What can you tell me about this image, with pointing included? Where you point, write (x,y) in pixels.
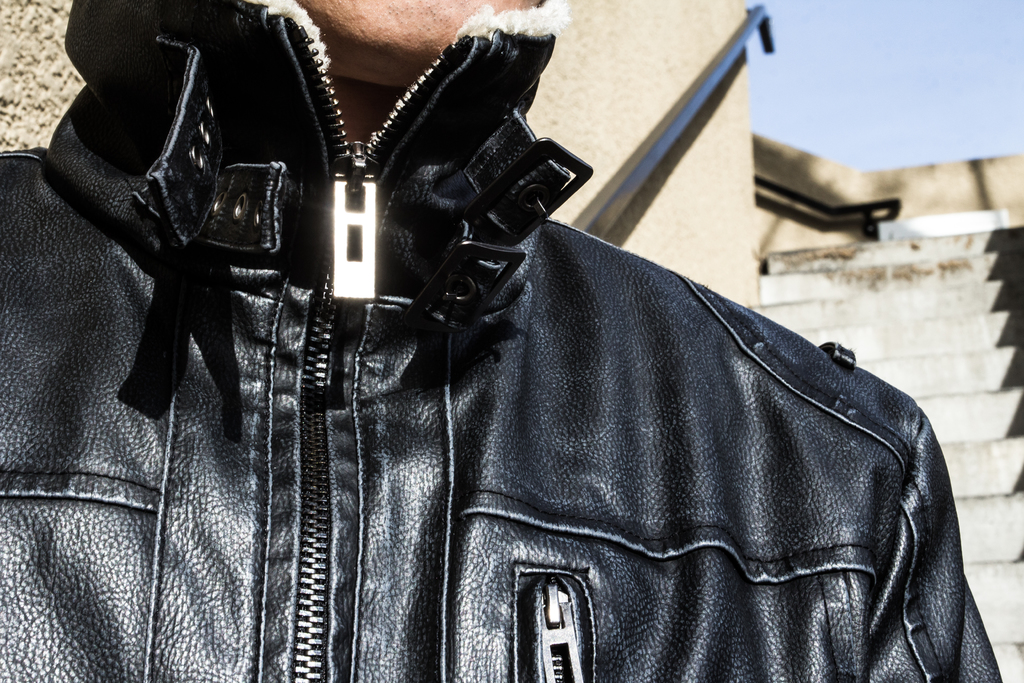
In this image I can see a person (527,53) wearing black color jacket (343,228), background (929,263) I can see few stairs (936,309) and sky (906,108) is in blue color.
